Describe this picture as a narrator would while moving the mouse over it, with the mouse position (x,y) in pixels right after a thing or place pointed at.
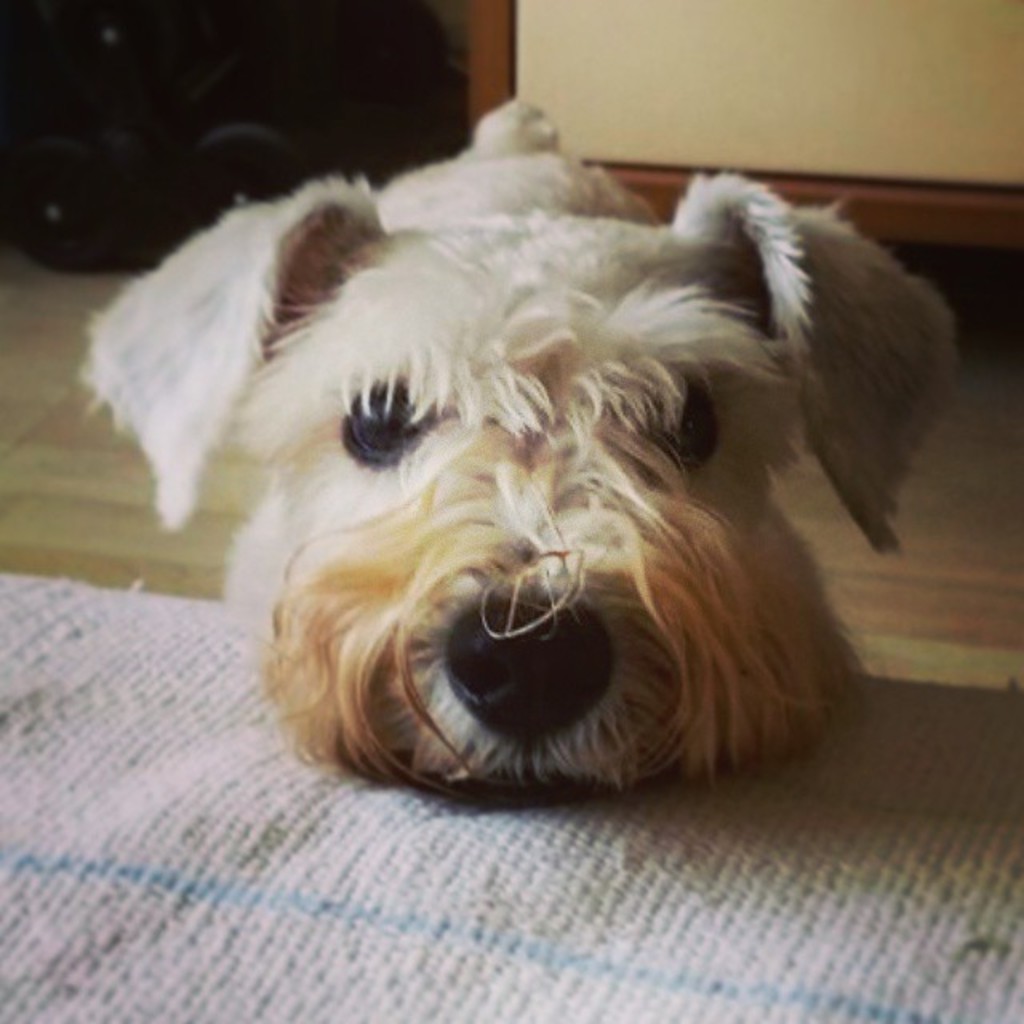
In this picture we can see a dog (569,477), at the bottom (364,956) there is a cloth (377,977), in the background (823,65) it looks like a cupboard (858,135).
